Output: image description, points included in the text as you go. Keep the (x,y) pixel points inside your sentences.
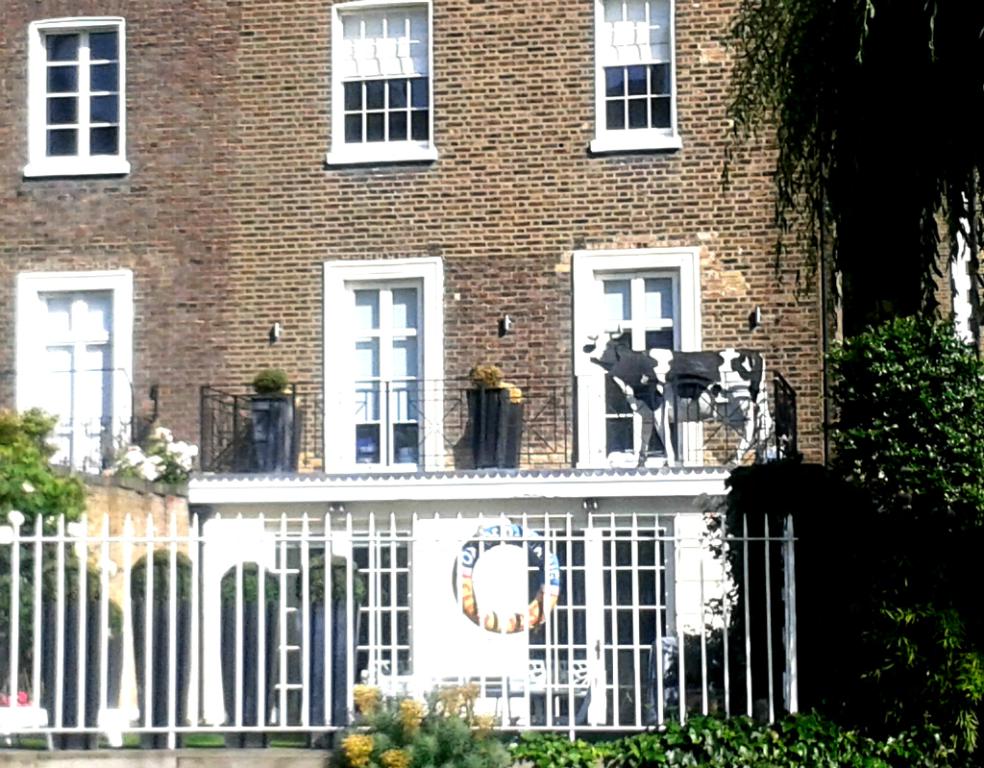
Building (318,326) with windows (81,334). In-front of this building (372,249) there is a fence (546,571), tube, trees (808,554), plant (519,397) and cow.
